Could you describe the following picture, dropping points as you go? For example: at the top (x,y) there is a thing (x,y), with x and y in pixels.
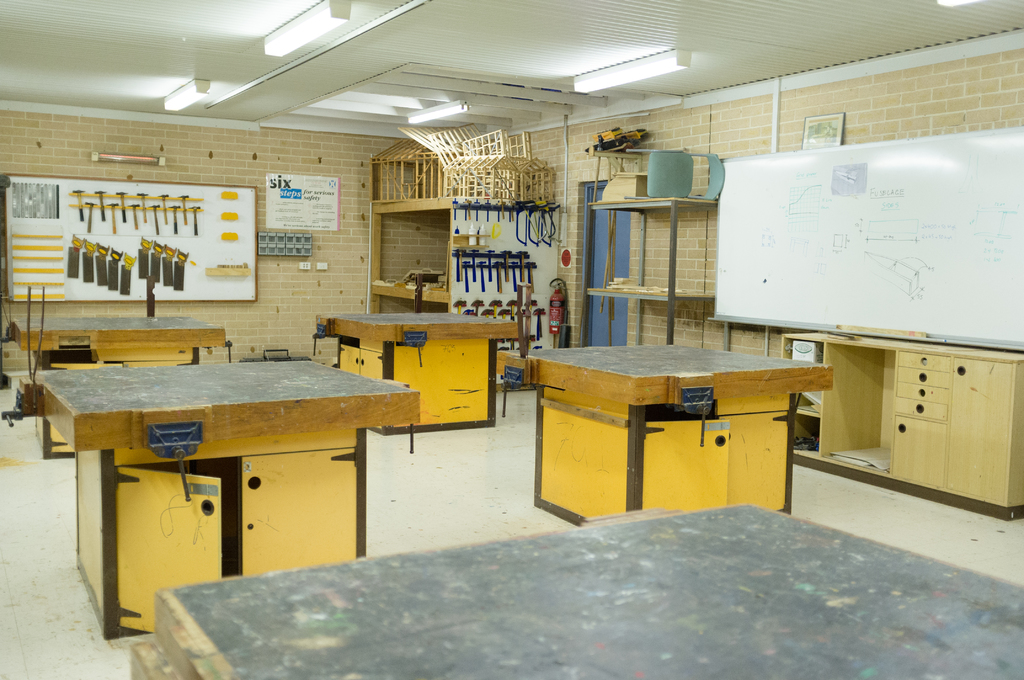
In this image it looks like a machine workshop (447,404) where there are five desks (227,461) in the middle (410,341). On the right side (922,226) there is a white board (890,217) on which there is some text (884,234). In the background (171,191) there is a board (65,242) on which there are hammers (176,209) and saws (90,247). At the top (353,124) there is ceiling (353,124) with the lights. On the middle (508,277) in the background (467,268) there are clamps (465,284).
